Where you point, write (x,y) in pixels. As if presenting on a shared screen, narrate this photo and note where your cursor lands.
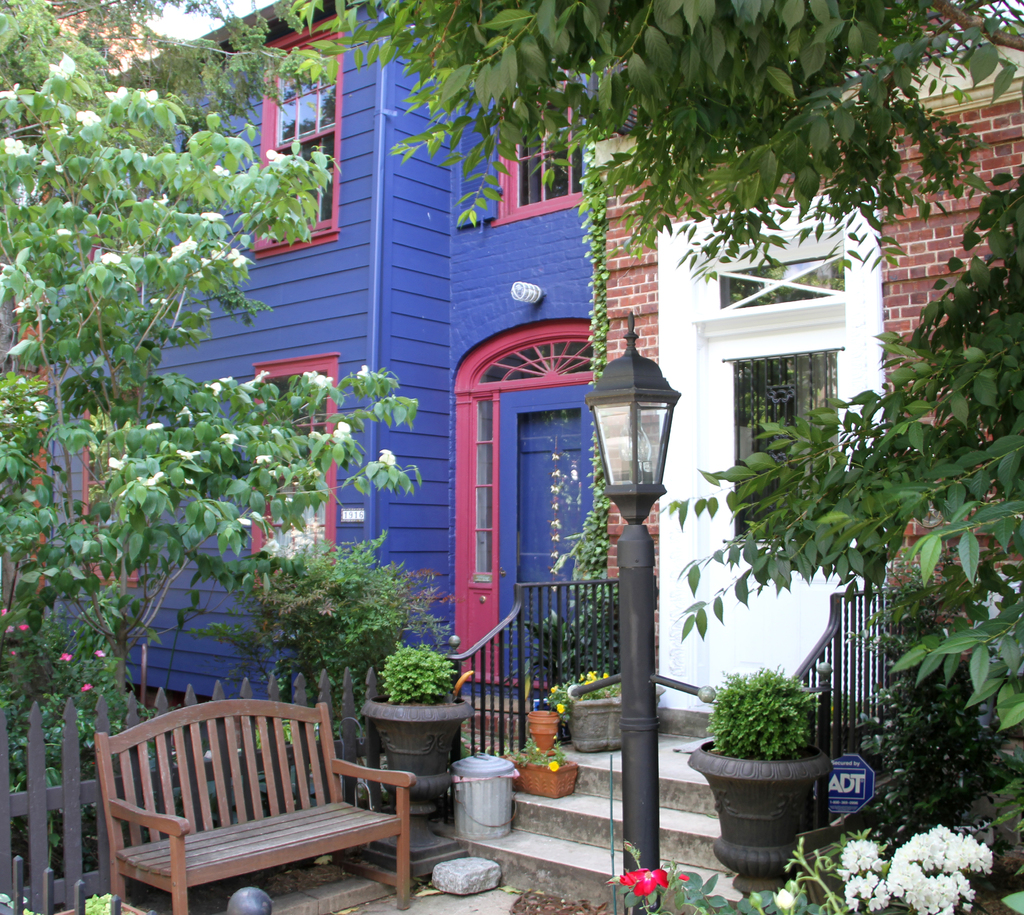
These are plants (92,744) in-front of this building (474,361). The wall (420,489) is in blue color and the windows (313,102) are in reddish color. In-front of this building (502,383) there is a fence (523,660), plants (583,646) and bench (347,766). This is lantern lamp (635,470) with pole (634,614). Front there are flowers (927,861).
